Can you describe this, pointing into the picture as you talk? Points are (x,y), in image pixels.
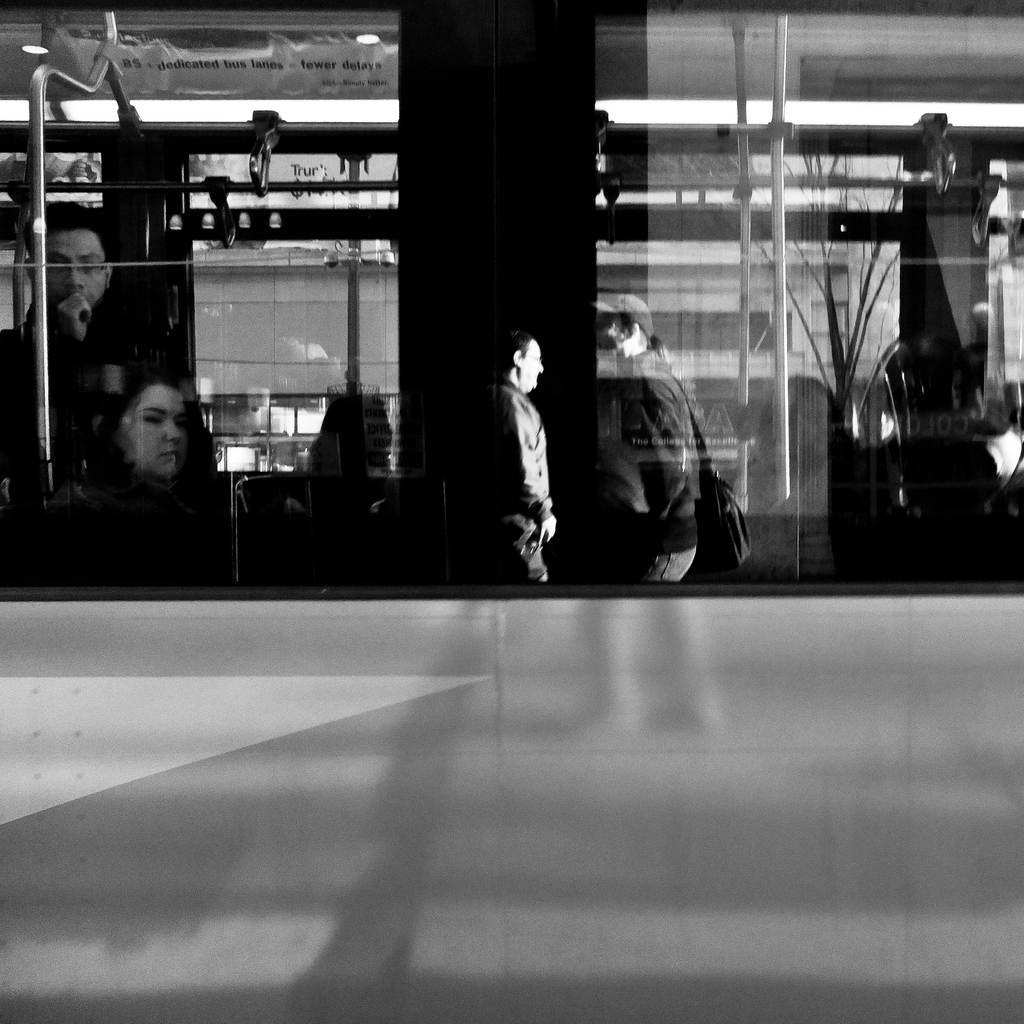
In this picture we can see a glass object (453,327). Through this glass object (742,432), we can see a few people (92,335), rods (40,81) and other things (371,103) in the background (288,228).
